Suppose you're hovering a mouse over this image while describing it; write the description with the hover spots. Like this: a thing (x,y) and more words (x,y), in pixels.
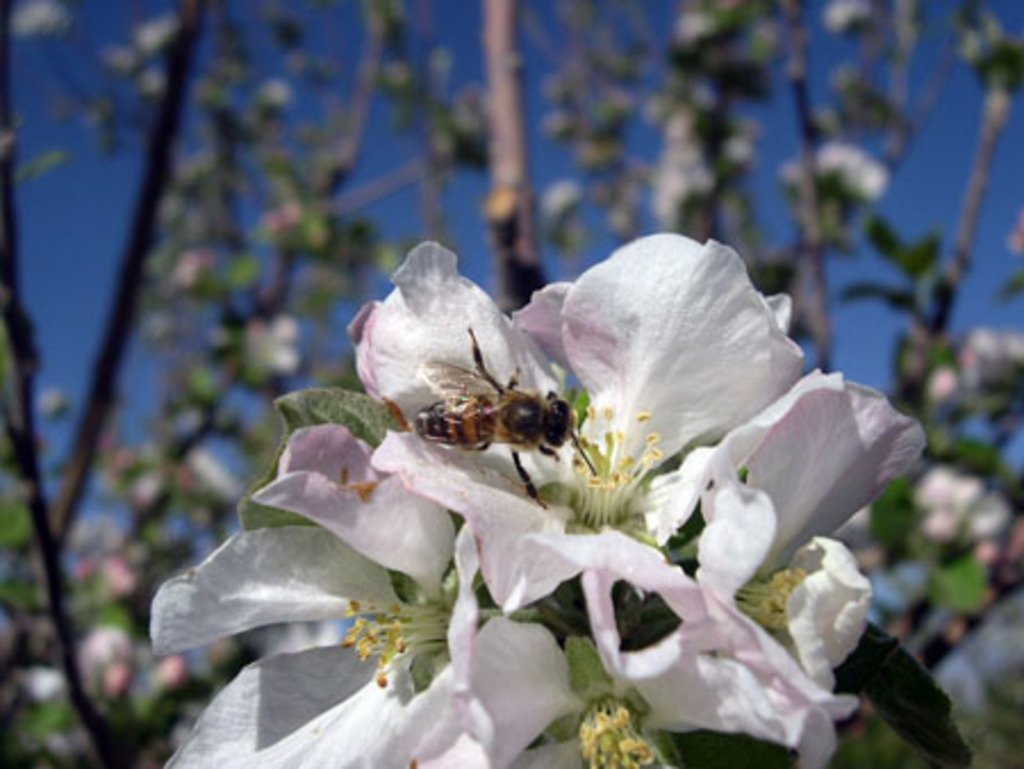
In this picture there are white color flowers (323,649) on the plants (707,766). In the foreground (501,415) there is a honey bee (469,380) on the flower (535,519). At the top (918,67) there is sky (921,101).
